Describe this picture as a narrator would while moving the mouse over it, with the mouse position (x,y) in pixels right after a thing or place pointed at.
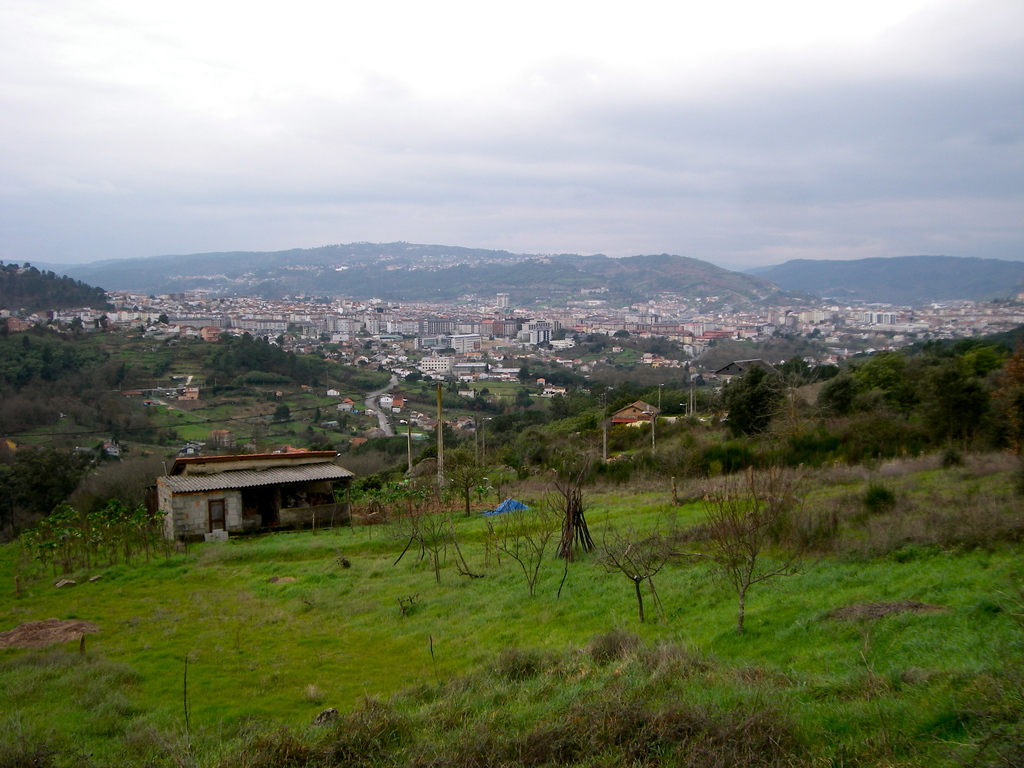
This image consists of so many buildings (83,326) in the middle (530,312). This image is taken from a hilly area (633,486). There is grass (474,546) in this image. There are trees (16,461) in the middle (365,470). There is sky (389,96) at the top (592,241).
